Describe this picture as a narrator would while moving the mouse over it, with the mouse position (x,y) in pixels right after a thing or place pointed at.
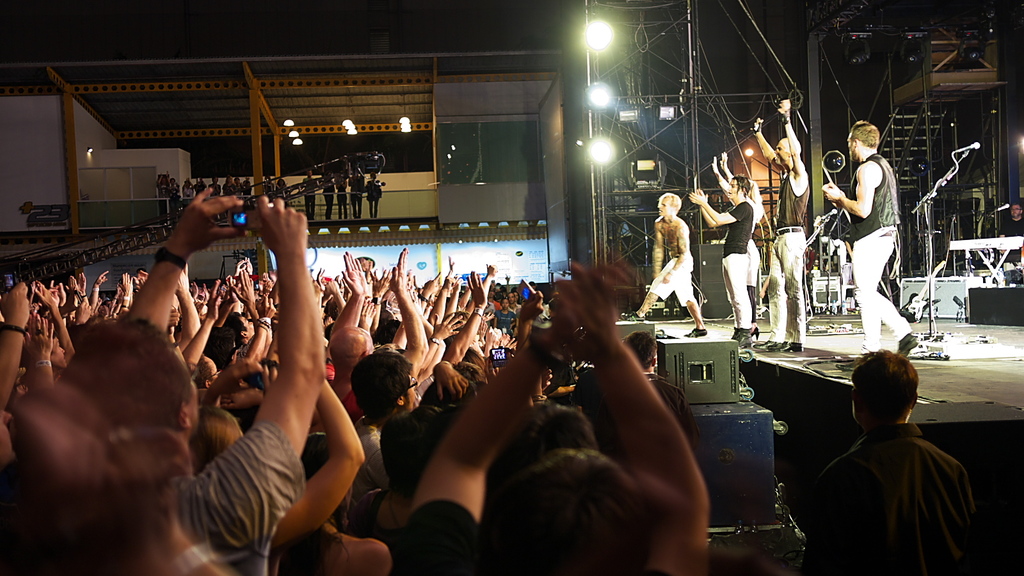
On the right side (897,181), there are group of persons (868,169) performing a performance on the stage (987,368), on which, there are mics (975,143), which are attached to the stands (956,153), there are musical instruments (919,303), there are lights (600,33) which are attached to the roof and other objects (619,137). In front of them, there are persons (590,271) on the floor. In the background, there are persons (167,191) standing on the floor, there are lights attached to the roof (138,105) and the background (296,140) is dark in color.
